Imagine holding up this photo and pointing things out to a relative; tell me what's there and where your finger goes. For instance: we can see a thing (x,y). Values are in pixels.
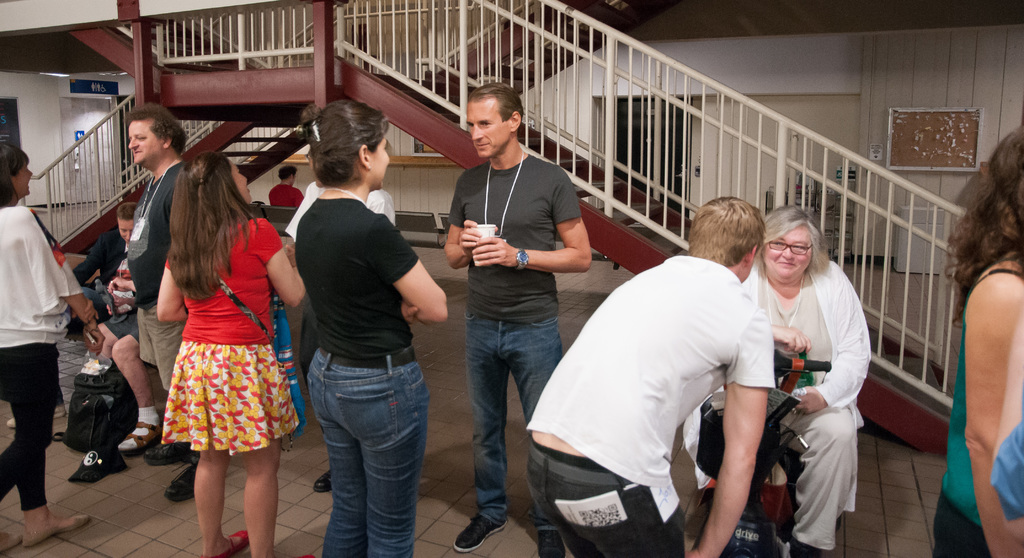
In this image, I can see few people (121,339) sitting and a group of people (598,316) standing on the floor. I can see the stairs (457,87) with the handrails (558,102). On the right side of the image (928,119), I can see a board (929,141) attached to the wall (928,104). On the left side of the image (65,108), I can see a signboard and a door (76,128).
